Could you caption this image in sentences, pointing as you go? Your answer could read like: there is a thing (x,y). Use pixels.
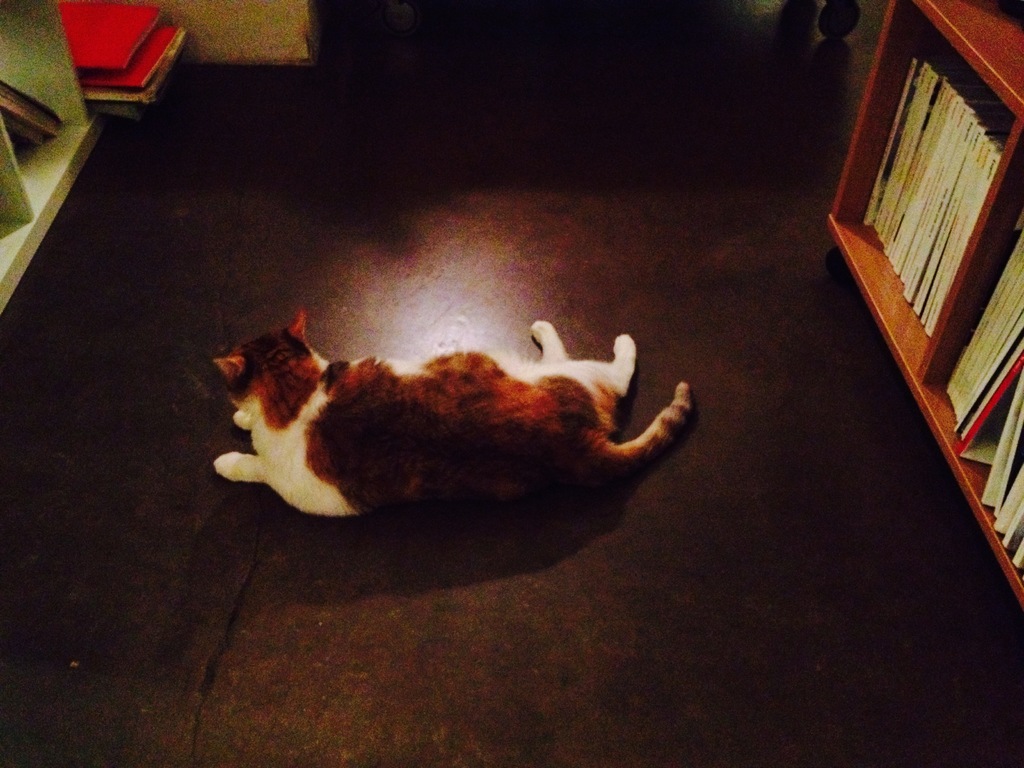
In this image, we can see a cat (493,450) is laying on the floor (373,593). On the right side (1007,540) and left side of the image (26,243), we can see few books (946,225) are placed on the racks (1000,207).
